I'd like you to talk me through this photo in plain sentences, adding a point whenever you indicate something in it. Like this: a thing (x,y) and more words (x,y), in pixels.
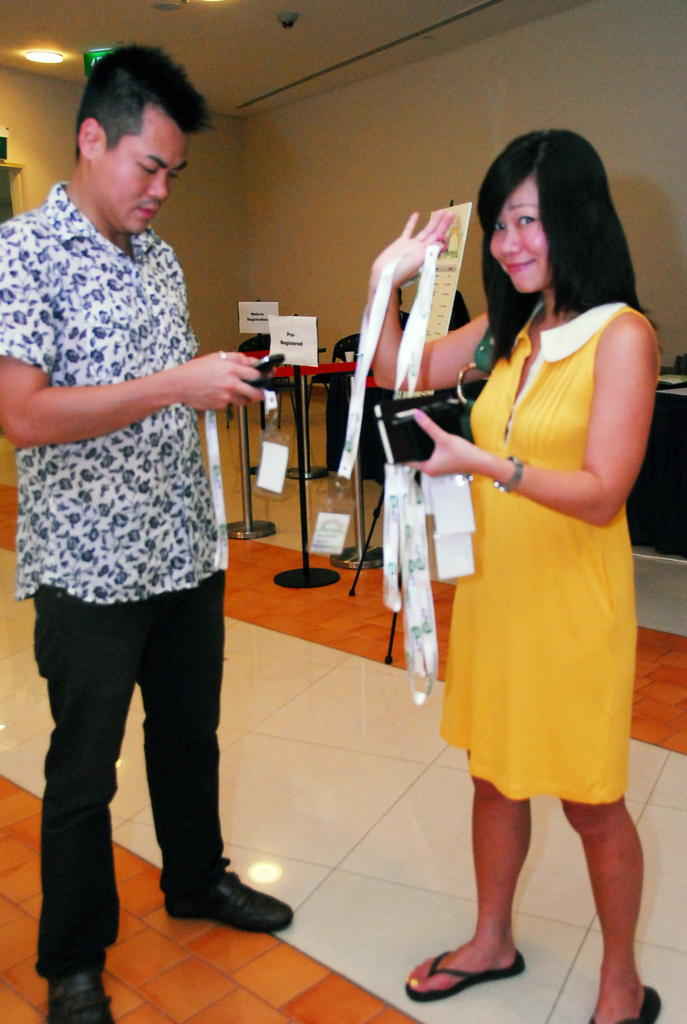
In this image we can see a man (174,417) and a woman (564,685) standing on the floor (367,878). Of them man (199,485) is holding mobile phone (275,383) and a paper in his hands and woman (495,386) is holding labels (408,325) and a wallet (456,421) in her hands (395,250). In the background (329,464) there are barrier poles (304,421), name boards (293,353), chairs (254,340), tables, electric lights (50,56) to the roof (238,55) and walls (285,183).
